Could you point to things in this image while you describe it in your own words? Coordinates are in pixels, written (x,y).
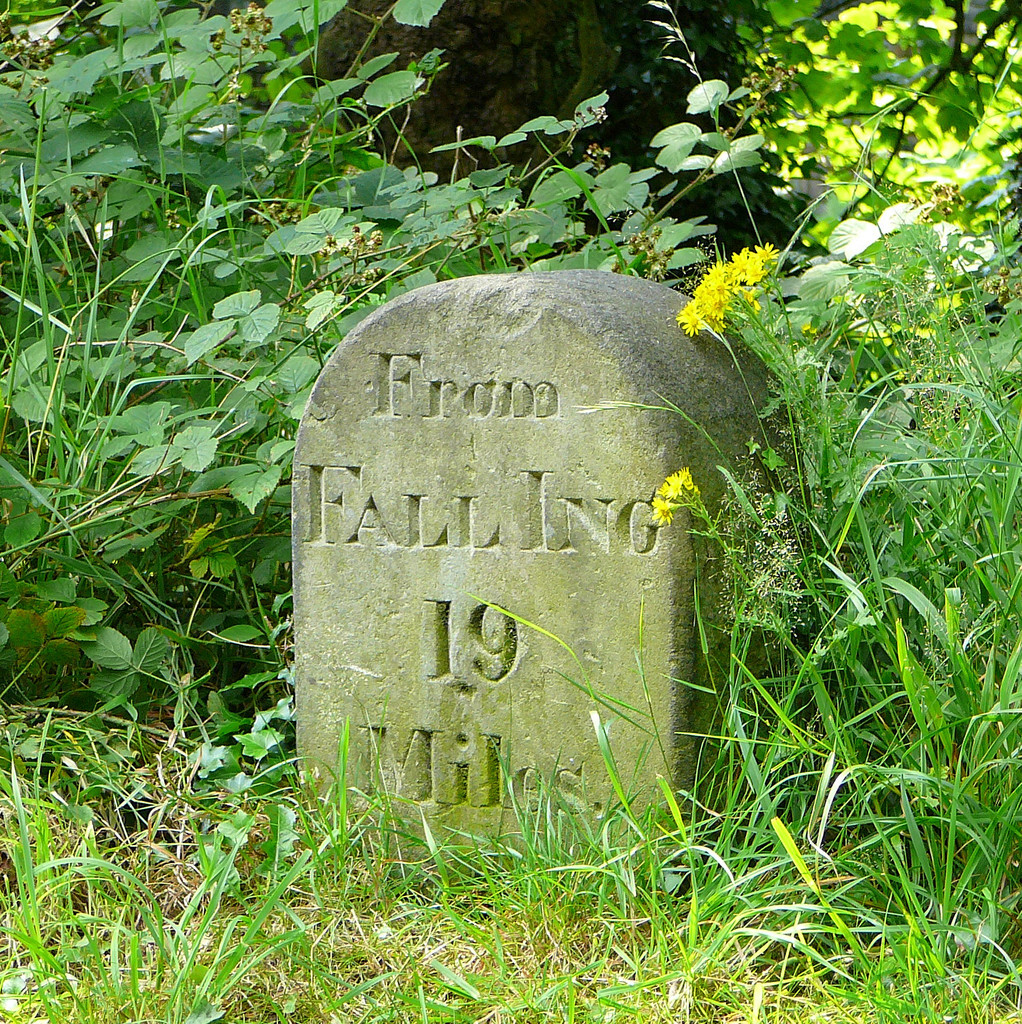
In this image there is a stone (505,599) with some text (491,502) and letters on it. At the bottom of the image (429,907) there is grass (390,926) on the surface (246,877). In the background of the image (962,122) there are plants (885,333) and flowers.
